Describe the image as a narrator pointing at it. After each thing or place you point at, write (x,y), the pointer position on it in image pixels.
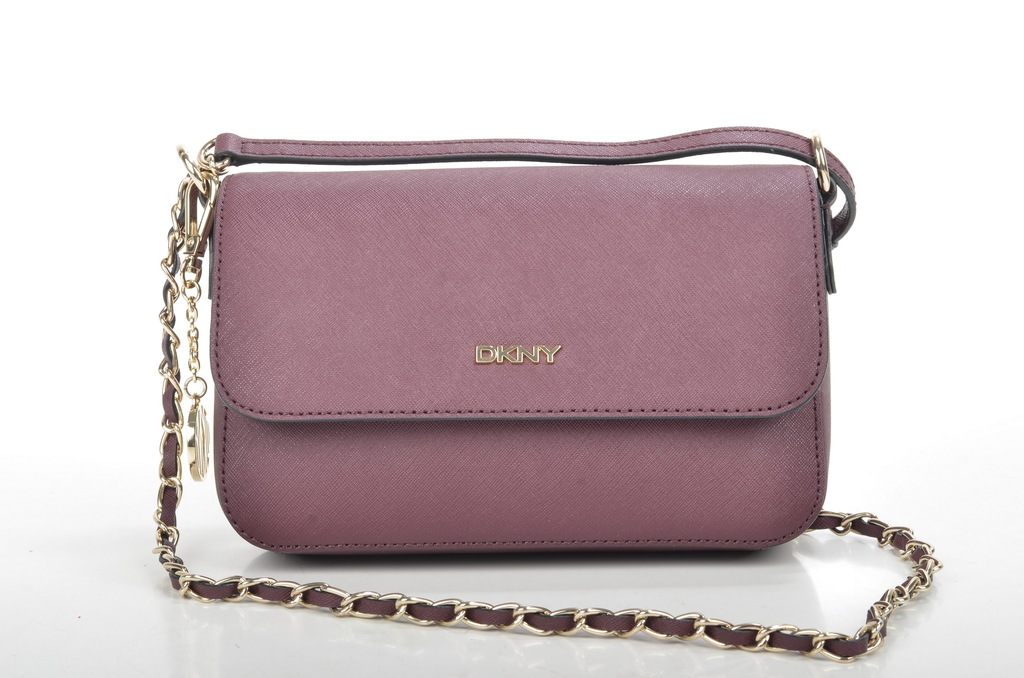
In this image we have a purse (457,373) of maroon color.
